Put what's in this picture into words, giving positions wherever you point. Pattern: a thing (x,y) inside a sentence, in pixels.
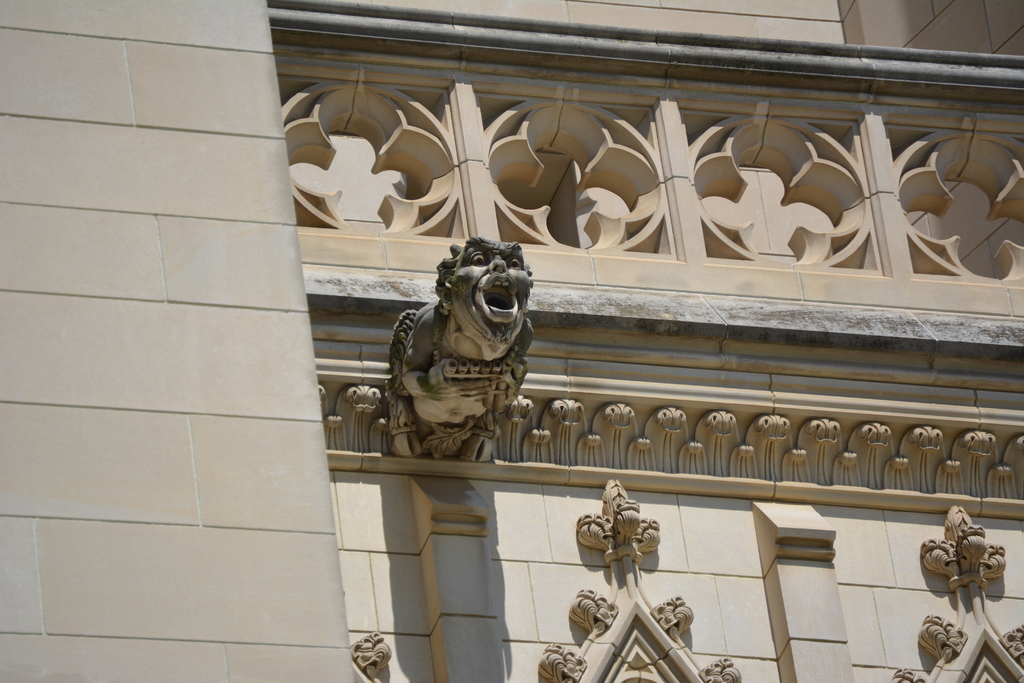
In this image we can see a building (440,480) and there are sculptures (473,285) on the wall (556,573).
